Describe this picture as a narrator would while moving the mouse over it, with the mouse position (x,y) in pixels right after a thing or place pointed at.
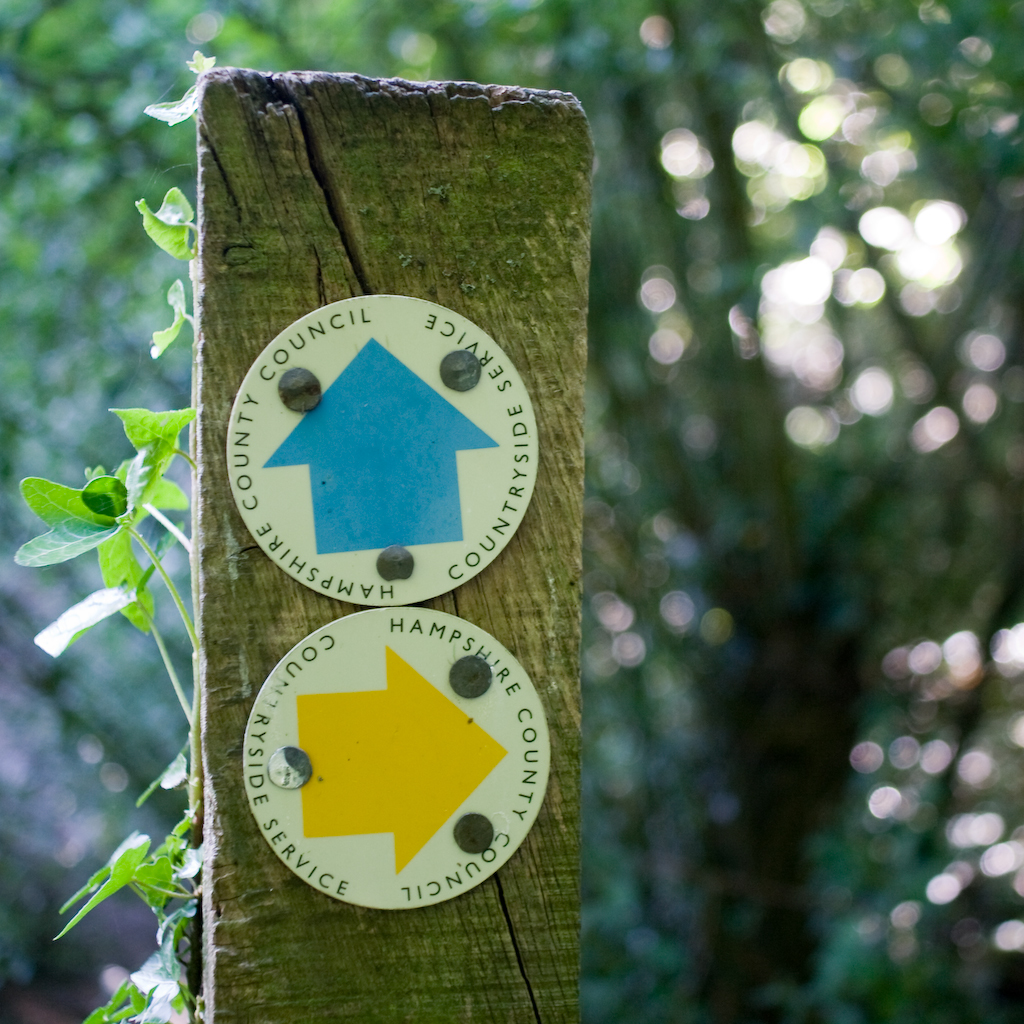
In this image we can see a wooden object (398,150). On the wooden object (278,891) we can see two boards (428,590) with text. Beside the wooden object (226,578) we can see a plant (178,535). The background of the image (79,445) is blurred.
